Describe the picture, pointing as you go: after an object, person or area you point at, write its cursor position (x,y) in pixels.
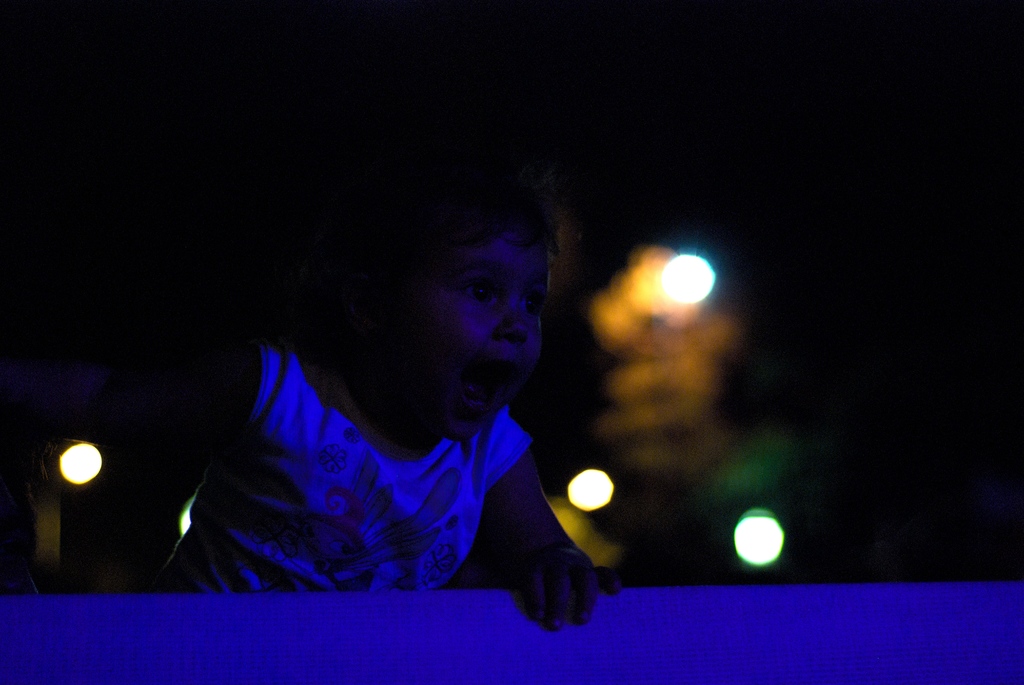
In this image we can see a kid (433,470). In the background (701,289) there are lights (690,295).
